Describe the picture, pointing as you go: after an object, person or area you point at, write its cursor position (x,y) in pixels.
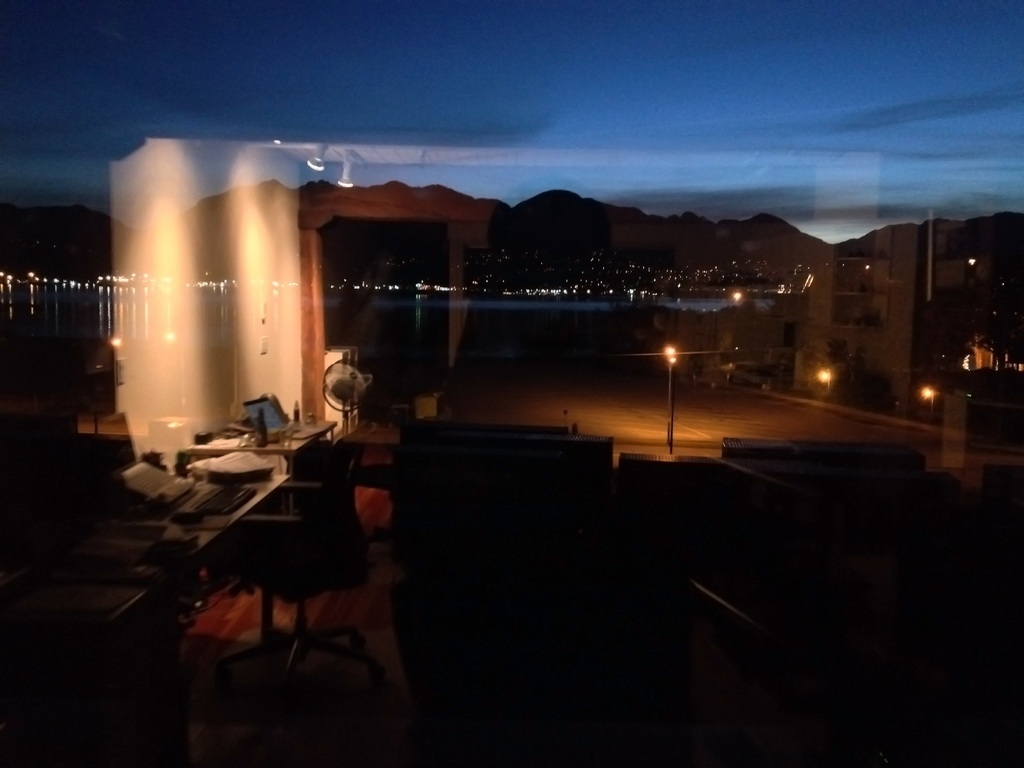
In the given image i can see a tables (365,437), bottles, lights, mountains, chairs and some other objects (346,380).
